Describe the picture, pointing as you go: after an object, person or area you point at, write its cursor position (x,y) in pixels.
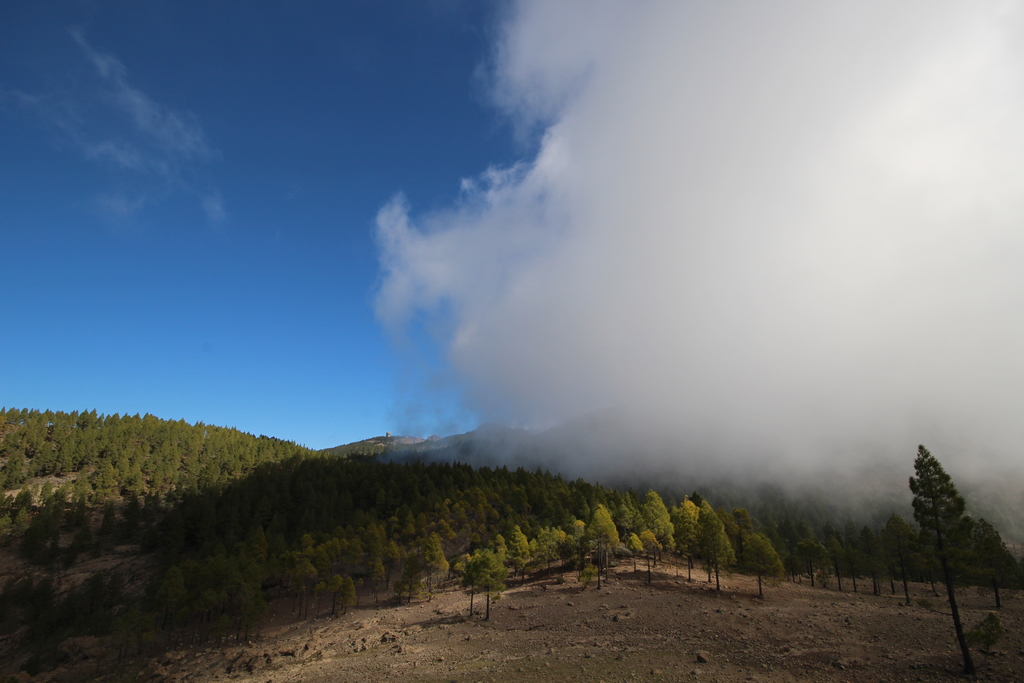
In this image we can see sky (268,335) with clouds (408,284), trees (656,524) and ground (786,596).
